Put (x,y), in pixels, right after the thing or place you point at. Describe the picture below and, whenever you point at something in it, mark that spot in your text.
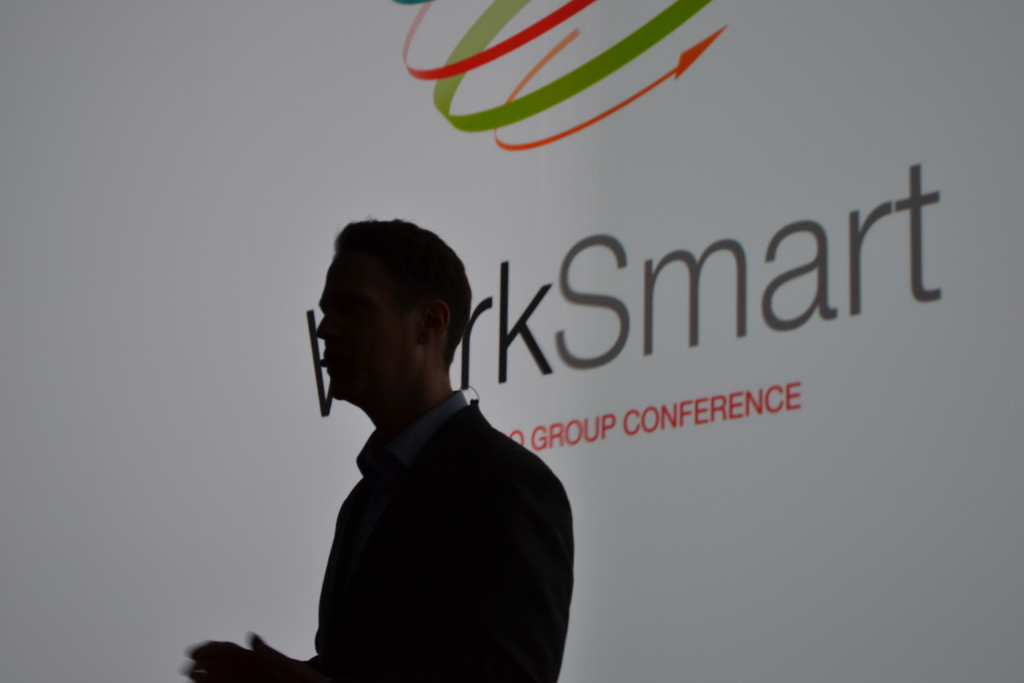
In the picture I can see a person (376,564) standing and he is in the dark. In the background (781,515), I can see the banner (243,179) or projector screen (118,524) on which I can see some text (505,264).
